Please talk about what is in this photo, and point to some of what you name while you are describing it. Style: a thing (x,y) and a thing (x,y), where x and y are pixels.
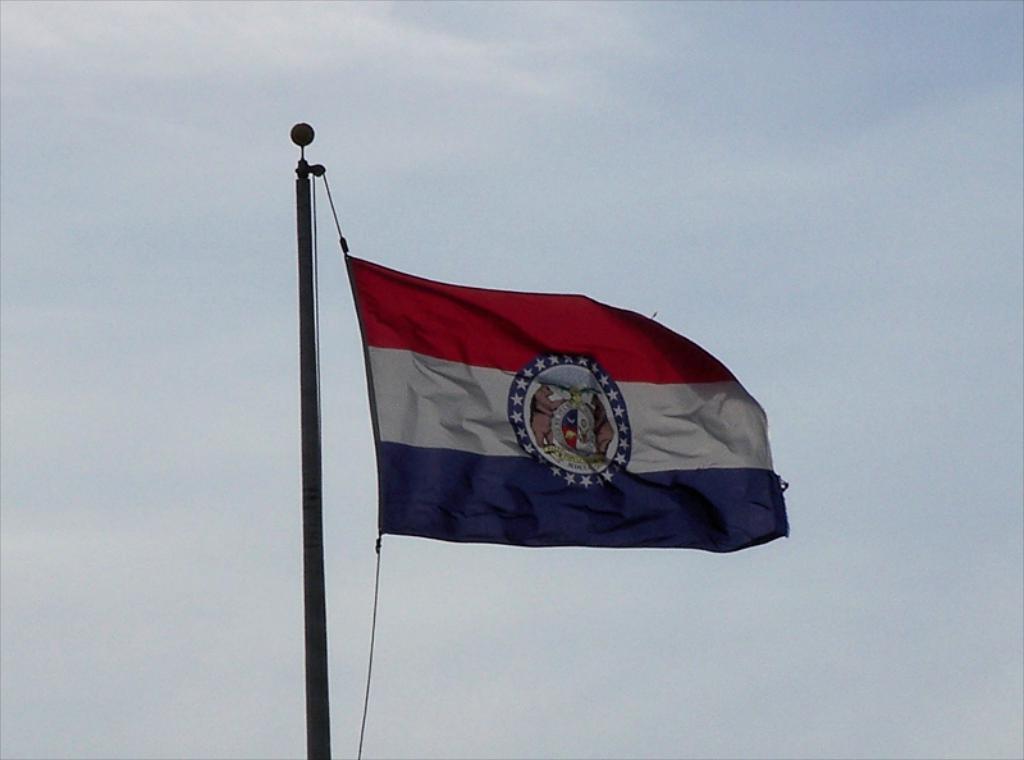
In this image we can see the flag (379,454) to a pole (307,484). On the backside (585,245) we can see the sky (549,245).
